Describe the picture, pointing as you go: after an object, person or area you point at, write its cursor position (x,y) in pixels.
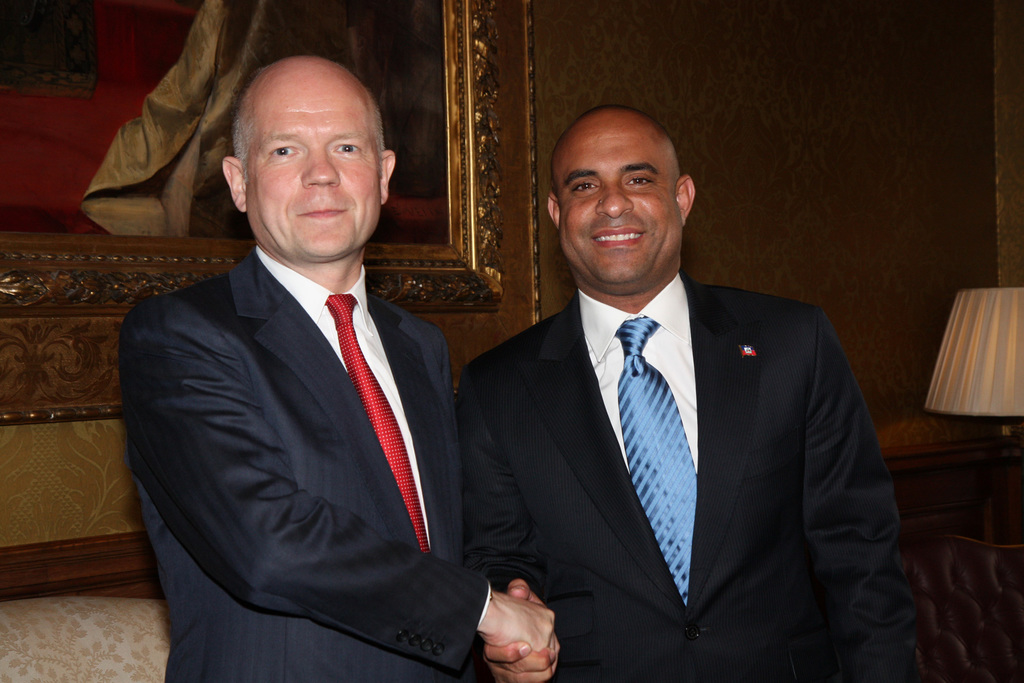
In the picture there are two men (186,388), they are holding each other's hands (482,623) and posing for the photo. In the background (587,95) there is a wall (558,88) and in front of the wall (629,102) there is a frame (469,163). On the right side (949,391) there is a lamp (949,391).
